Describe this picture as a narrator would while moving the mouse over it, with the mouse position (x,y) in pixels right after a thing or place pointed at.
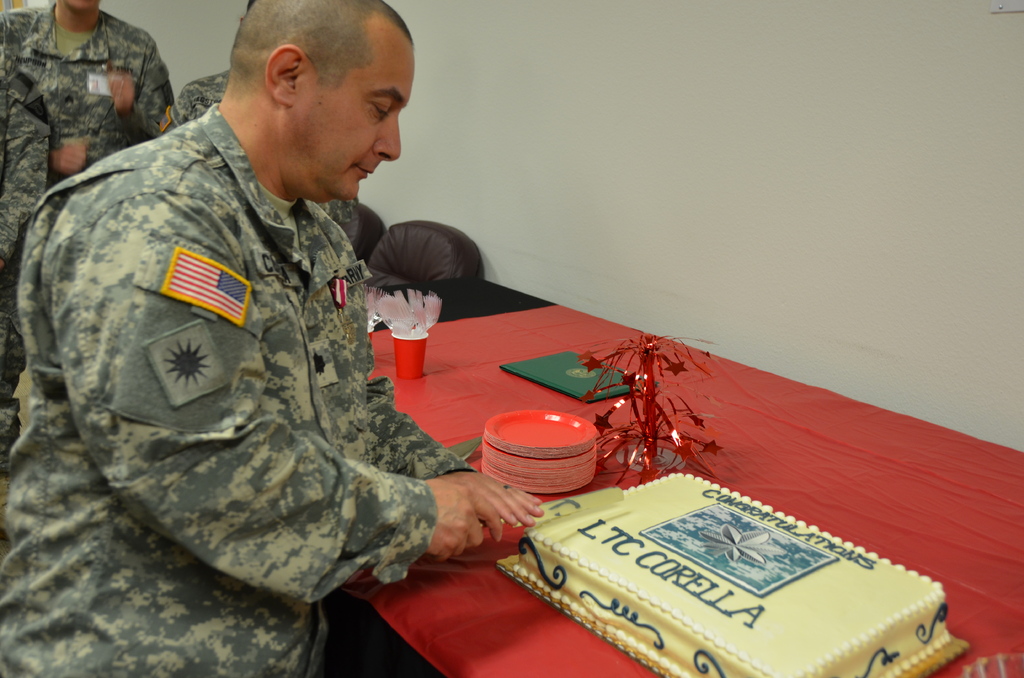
In this image there are group of persons (180,215) standing. On the right side (981,541) there is a table (923,541) which is covered with a red colour cloth (761,446) and on the table (515,383) there are plates (560,462), there is a cake (680,533) and there are spoons (400,320) inside the glass (412,344). On the left side (268,372) the man (232,389) standing is holding a knife (567,504) and cutting a cake (600,536). In the background (133,115) there are persons (118,51) and there are black colour objects (401,230).
